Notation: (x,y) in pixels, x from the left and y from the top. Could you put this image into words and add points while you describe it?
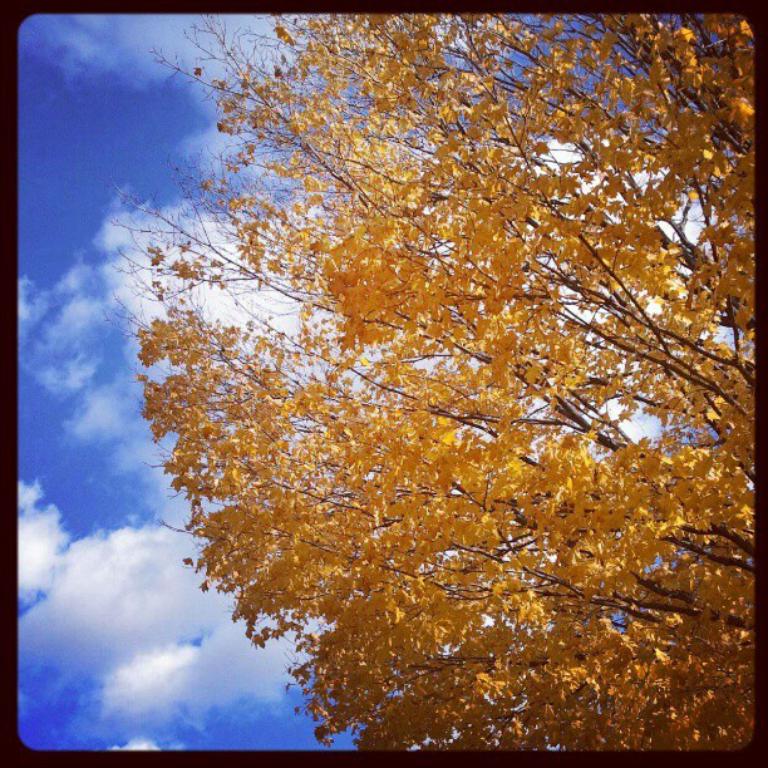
In the foreground of this image (473,526), on the right (542,416), there is the tree (261,223). In the background (129,145), there is the sky (129,120) and the cloud (142,44).
